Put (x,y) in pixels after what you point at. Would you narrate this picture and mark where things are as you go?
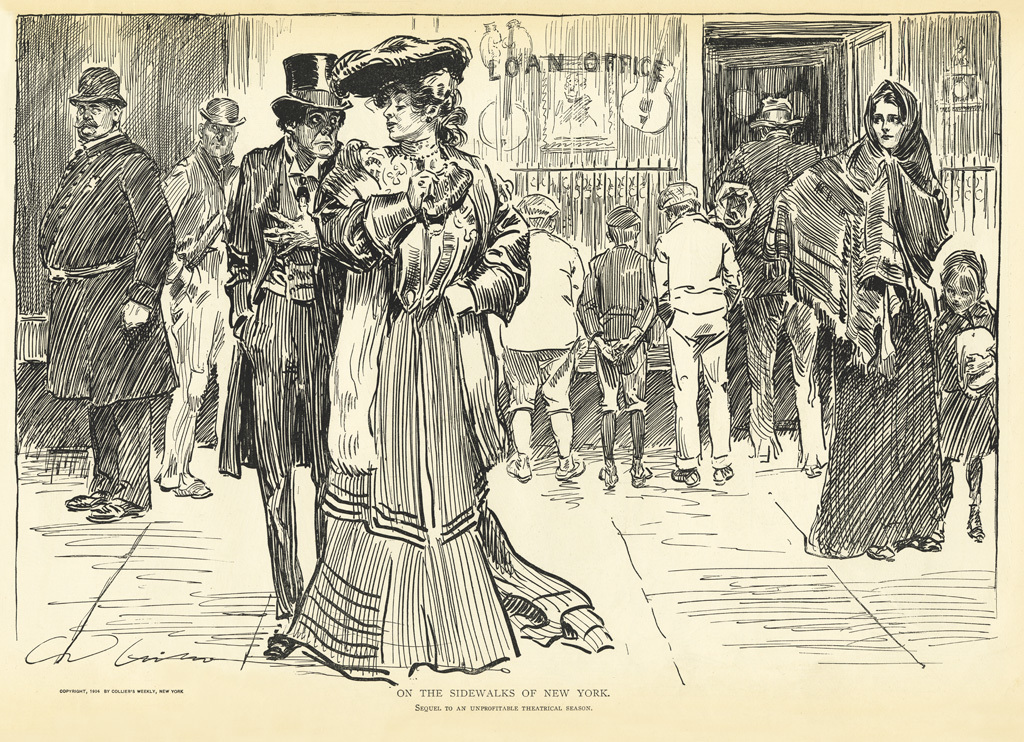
The image is a painting. The picture is taken on a footpath (185,533). On the footpath (188,526) there are lot of people (563,341) standing and there are kids (721,298) also. In the background (608,98) it is a building (608,98), on the building (569,84) there are pictures (586,85) and text (612,66). At the bottom (89,657) there is text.
